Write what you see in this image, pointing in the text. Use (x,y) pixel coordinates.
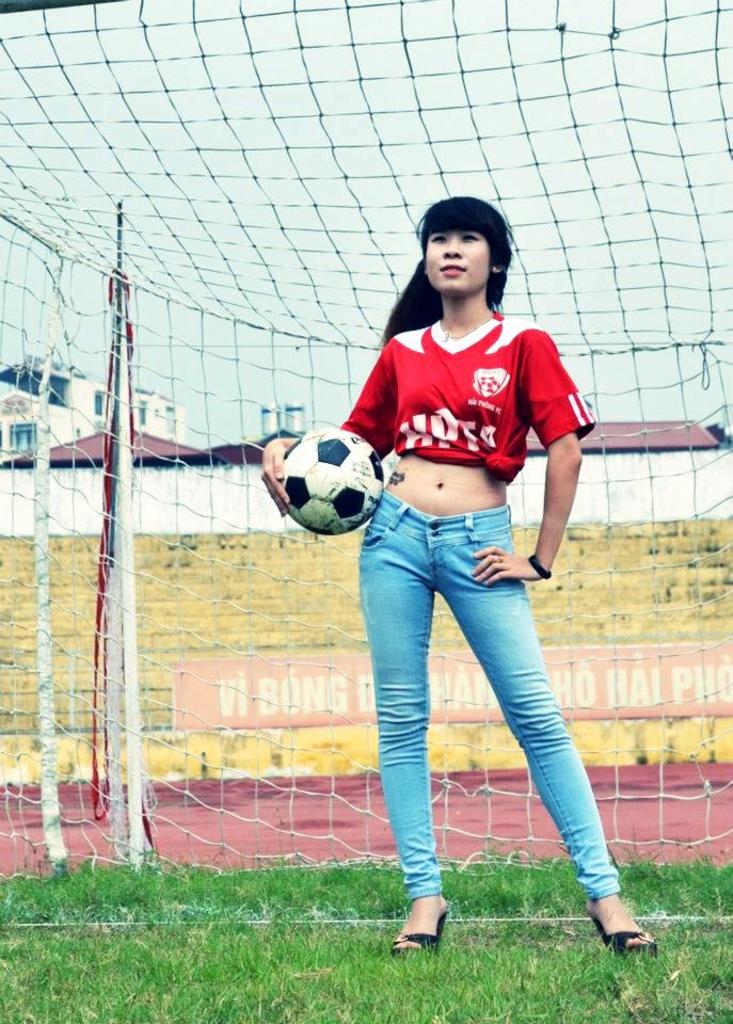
There is a woman (508,363) standing and holding a ball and we can see grass (185,964) and net (582,661), through this net (128,685) we can see grass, banner (295,702), houses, pole (118,680), wall (727,479) and sky (227,348).
